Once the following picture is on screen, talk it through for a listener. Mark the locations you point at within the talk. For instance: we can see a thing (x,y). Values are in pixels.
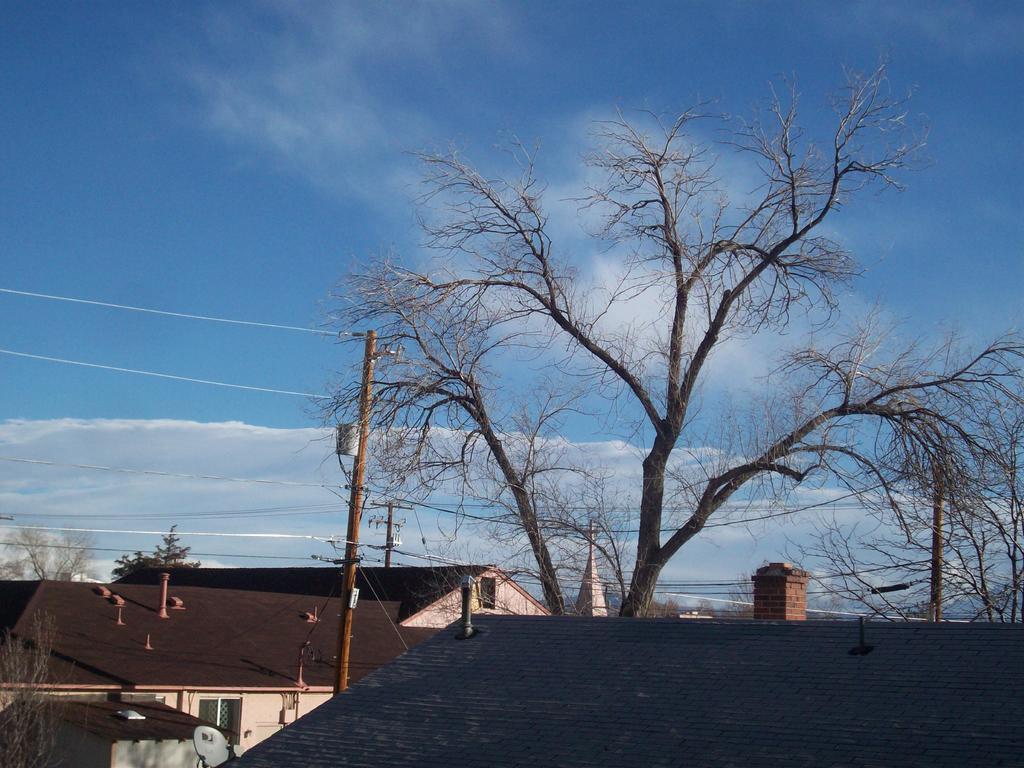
In this picture there are houses (963,707) at the bottom side of the image (528,624) and there is a tree (701,261) in the center of the image (482,282).
